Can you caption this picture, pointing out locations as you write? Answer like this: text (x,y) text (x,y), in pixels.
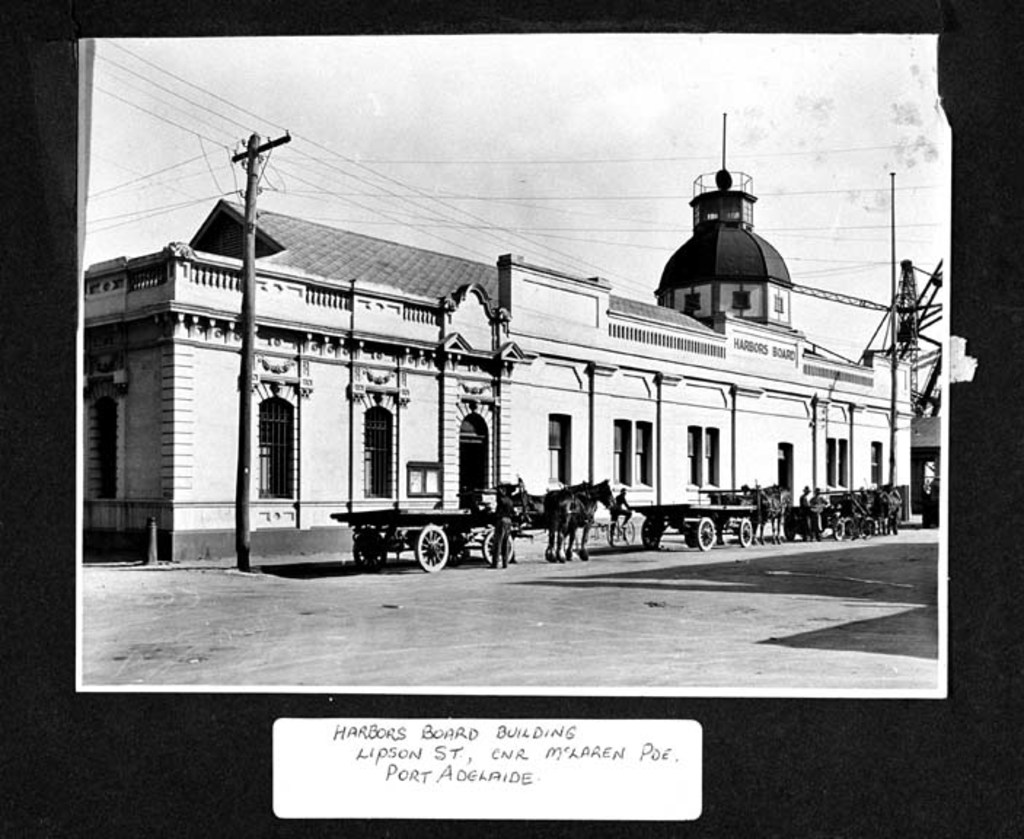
This image consists of a picture. In this picture there is a building (716,361) along with windows (620,443) and doors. To the left (253,365), there is a pole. In the front (577,493) there are horses (604,502) along with cart (484,529) on the road (510,623). At the bottom (492,634), there is a road (488,646).
